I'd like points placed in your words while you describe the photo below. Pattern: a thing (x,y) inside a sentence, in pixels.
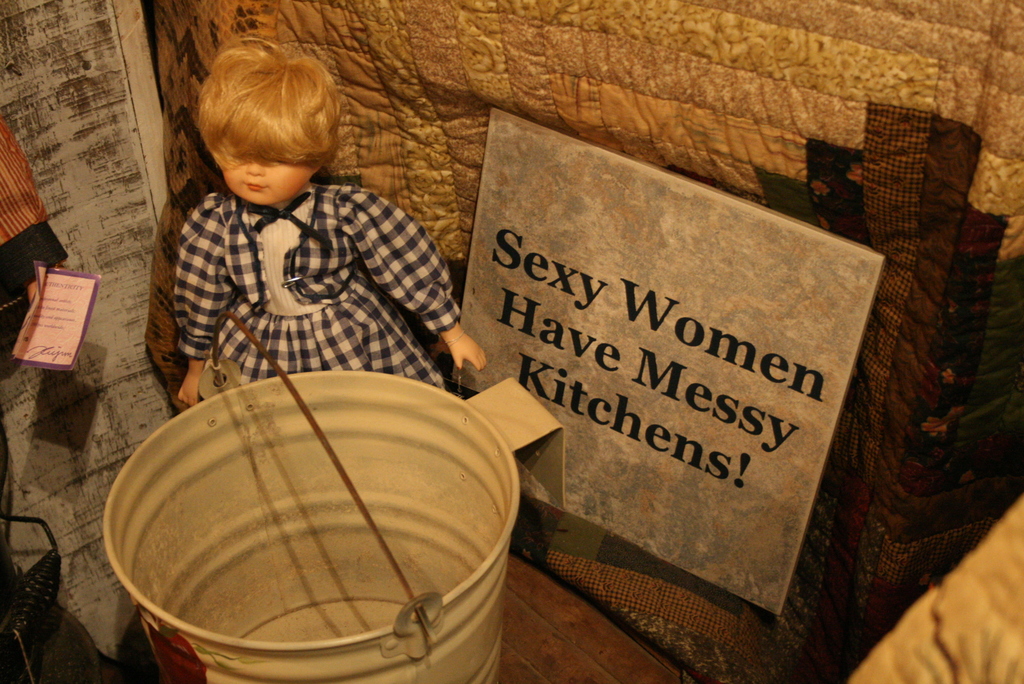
In this image we can see doll (267,248), bucket (444,631), name board (536,383), wooden wall (38,44).
